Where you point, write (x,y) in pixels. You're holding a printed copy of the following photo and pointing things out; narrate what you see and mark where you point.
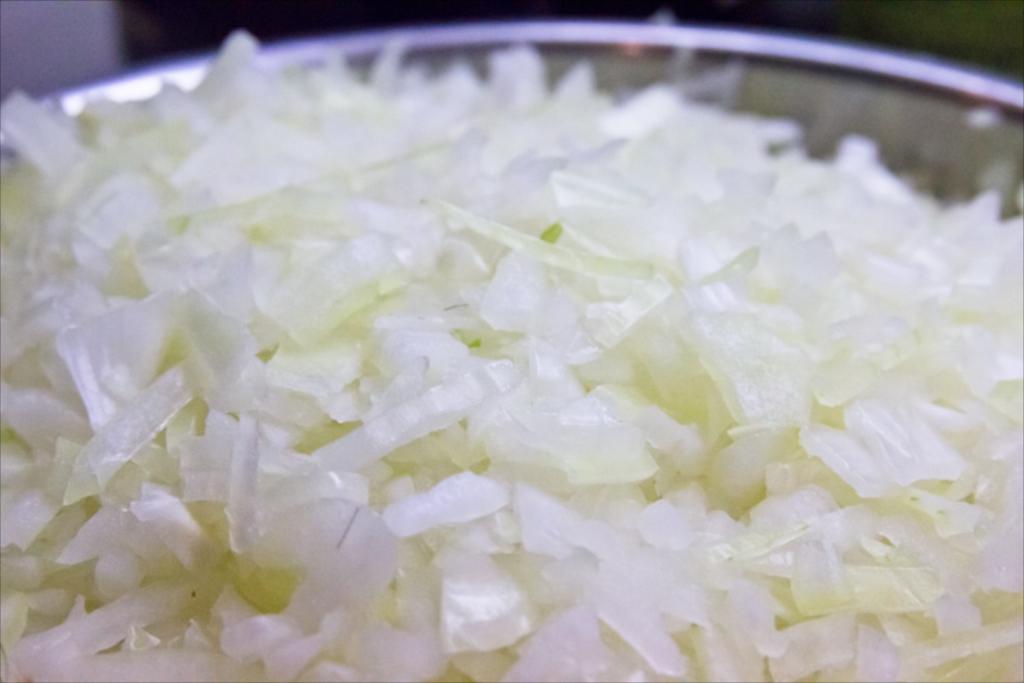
In this image there are chopped onion pieces (575,315) in the plate (842,135).
